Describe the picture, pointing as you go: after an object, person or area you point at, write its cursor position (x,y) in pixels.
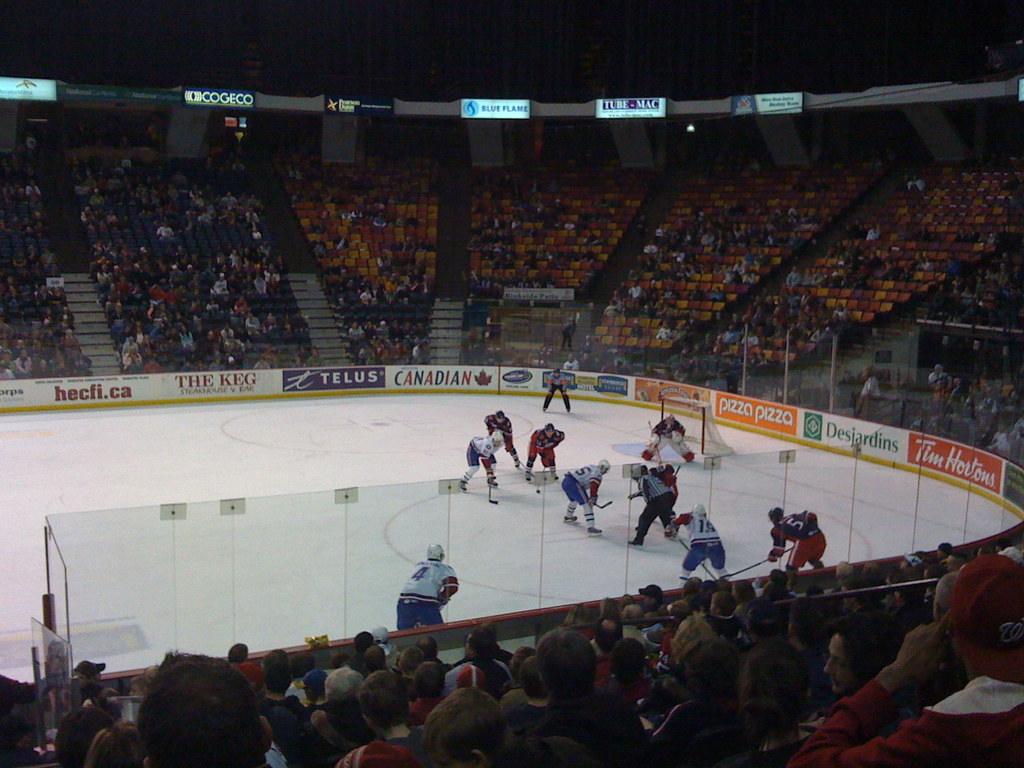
In the center of the image (653,495) we can see people (406,587) playing hockey. In the background (381,290) there is crowd (191,226) and we can see seats (512,268). At the top (787,106) there are boards (760,98).
